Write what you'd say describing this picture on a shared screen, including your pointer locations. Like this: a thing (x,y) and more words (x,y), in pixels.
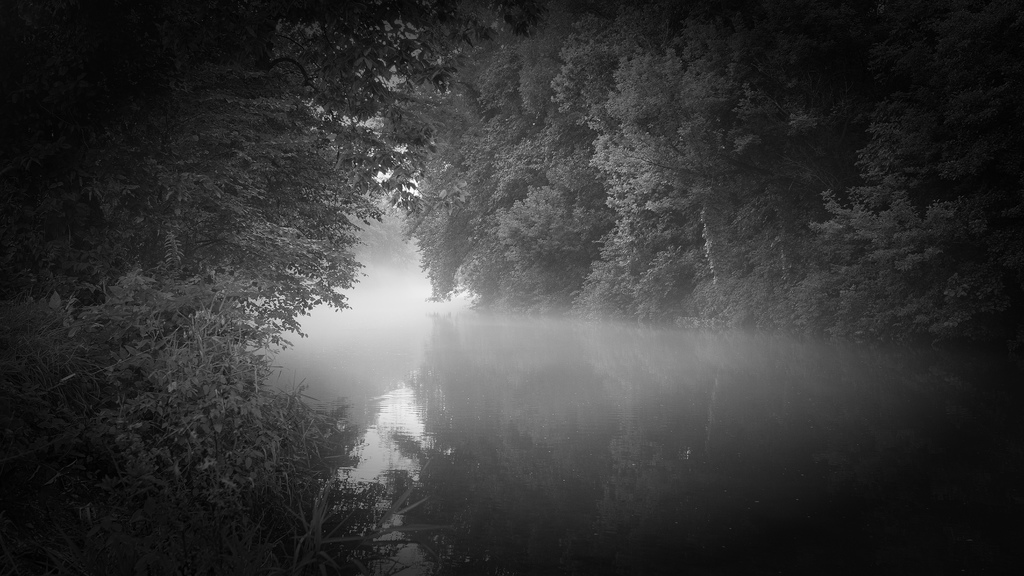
It is the black and white image in which there is a river (456,381) in the middle (369,326) and there are trees (429,174) on either side of the river (600,357).
